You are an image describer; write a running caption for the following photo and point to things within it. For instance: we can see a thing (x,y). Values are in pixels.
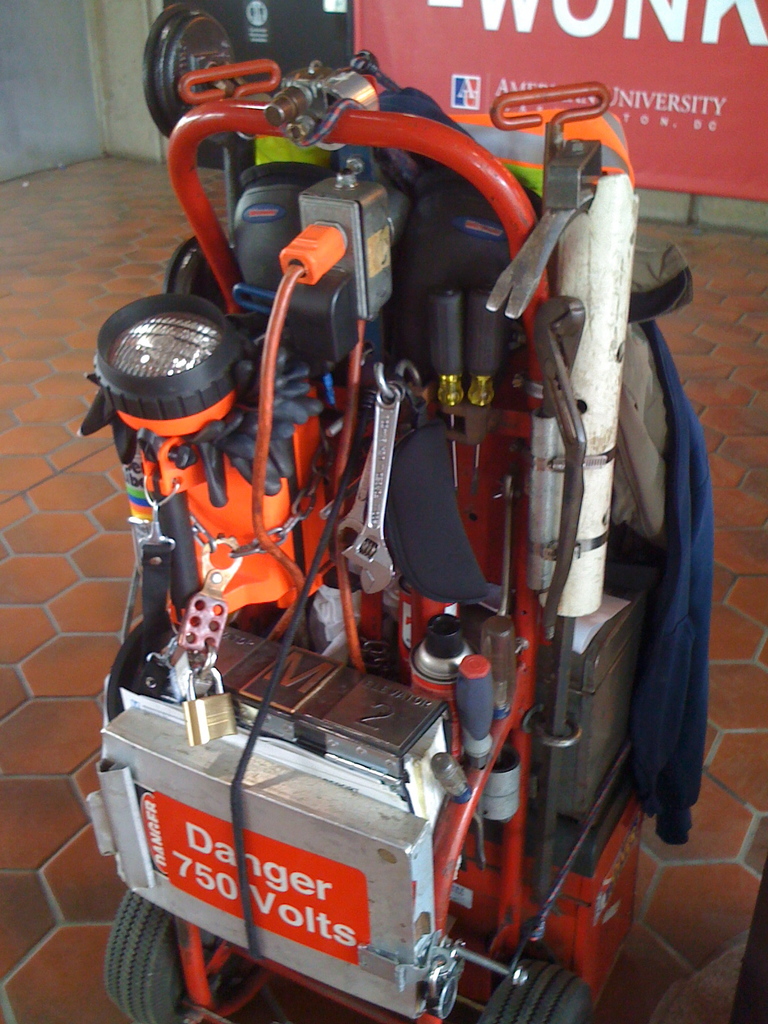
In this image there is a machine (426,701) on the ground (40,525), there is a red color banner (605,69) behind the machine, there is a wall (62,95).
